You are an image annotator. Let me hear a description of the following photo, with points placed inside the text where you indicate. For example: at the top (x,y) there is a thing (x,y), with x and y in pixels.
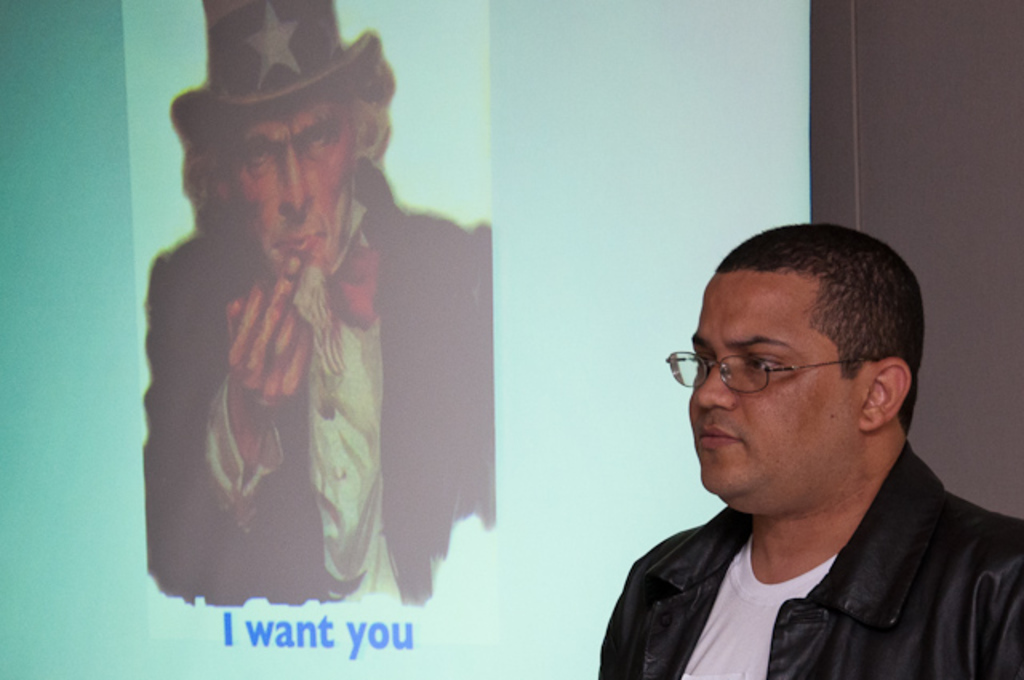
In the bottom right corner of the image (1009,615) a person (674,646) is standing. Behind him there is a wall (863,17), on the wall (956,237) there is a screen (113,117). In the screen (424,364) we can see a person (400,490) and alphabets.
